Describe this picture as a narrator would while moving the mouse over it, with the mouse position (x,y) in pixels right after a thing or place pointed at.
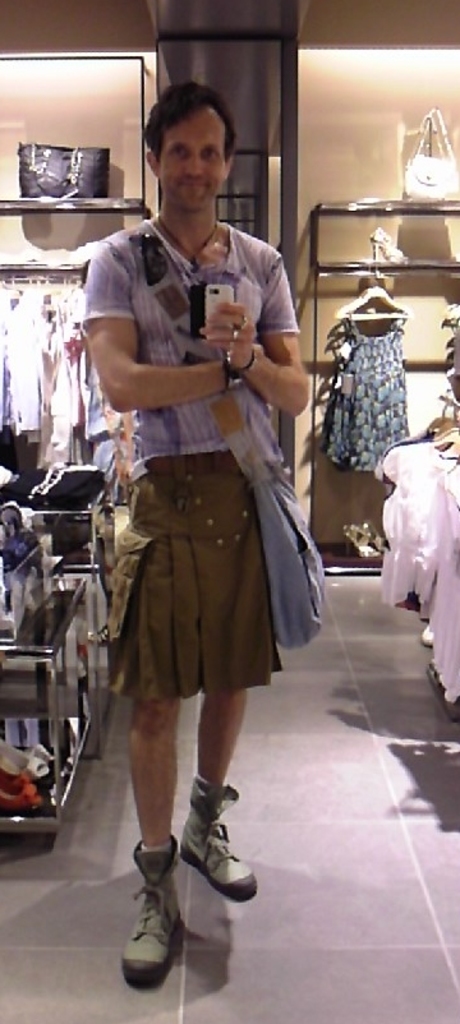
In this image we can see a person (239,536) wearing a bag (272,502) and holding a mobile phone (216,297), there are some clothes (14,299) hanged to the hanger (376,316), also we can see the clothes (409,517) in the stands (54,720) and there are bags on the shelves (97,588).
